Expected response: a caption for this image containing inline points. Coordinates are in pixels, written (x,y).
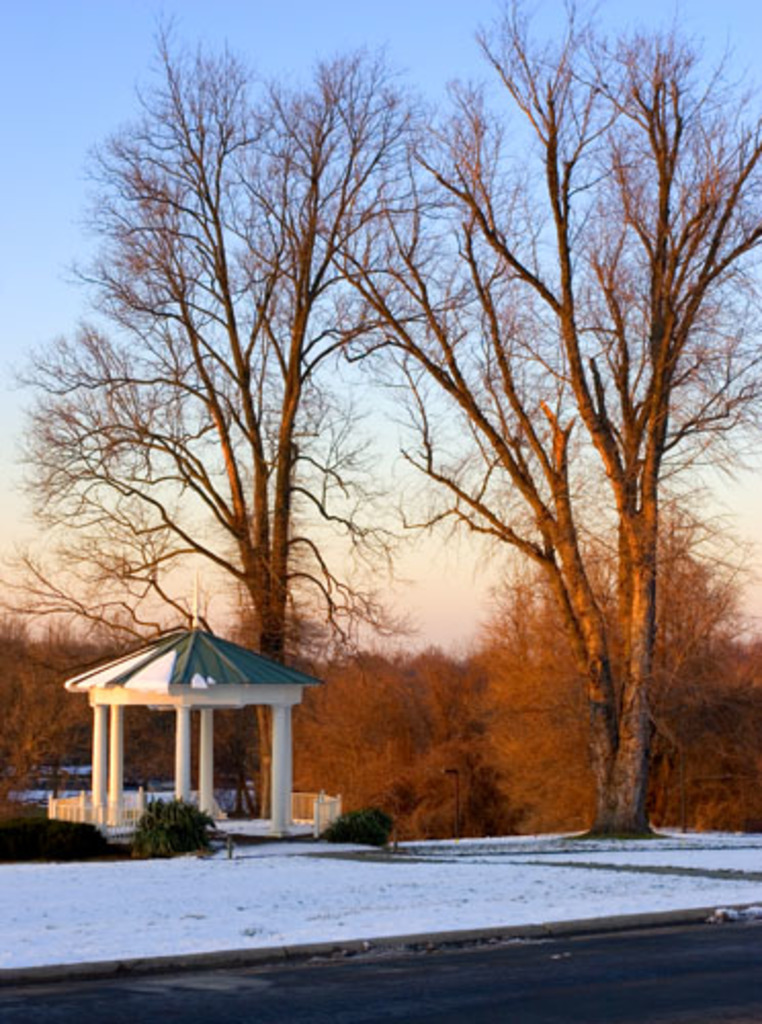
This picture shows trees (604,583) and plants (399,789) on the ground (58,918) and we see snow (469,921) and a blue clear sky (431,247).
